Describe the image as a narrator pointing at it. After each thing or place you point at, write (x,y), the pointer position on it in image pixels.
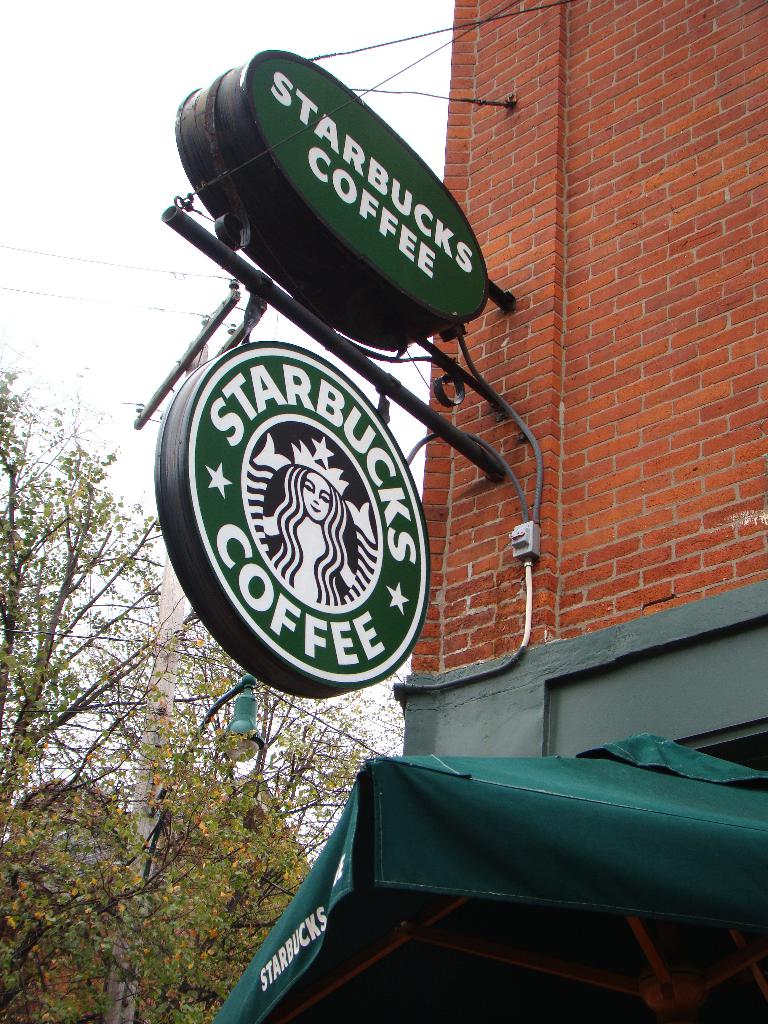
In the center of the image (378,679) there are advertisement boards (215,473). In the background of the image (135,722) there are trees (128,657). There is a building (416,737).
